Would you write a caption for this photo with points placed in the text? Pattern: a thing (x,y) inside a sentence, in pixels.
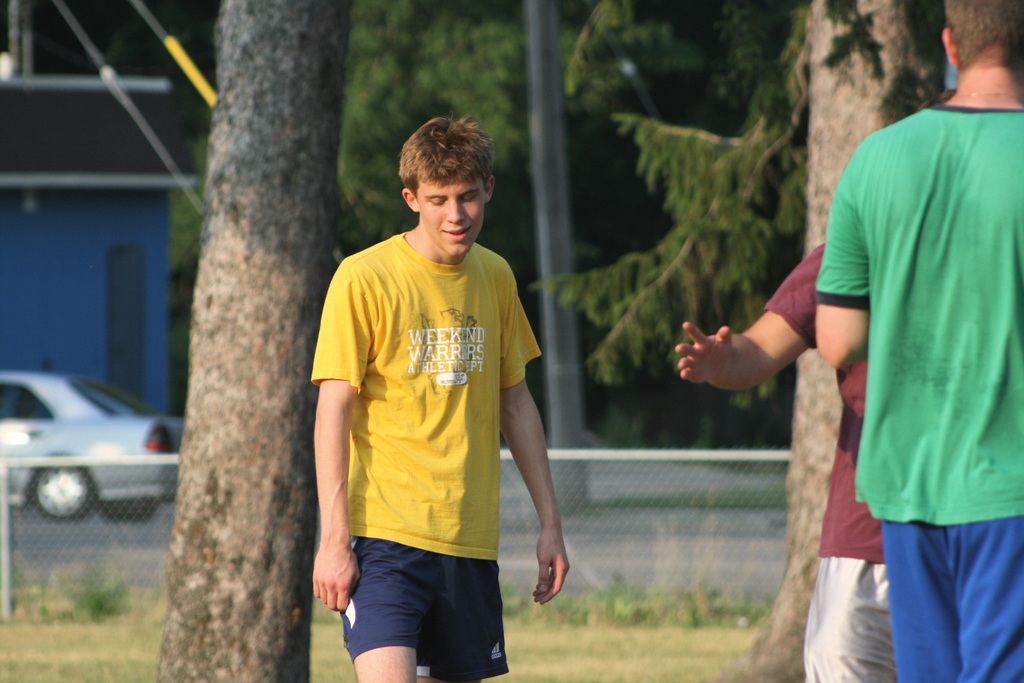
In this image, we can see persons (953,217) wearing clothes (497,429). There is a trunk (313,293) on the left (263,369) and on the right side of the image (803,395). There are trees (570,138) in the middle of the image (657,284). There is a fence (618,509) at the bottom of the image (638,559). There is a car (52,378) and shelter house (130,298) on the left side of the image (130,298).
